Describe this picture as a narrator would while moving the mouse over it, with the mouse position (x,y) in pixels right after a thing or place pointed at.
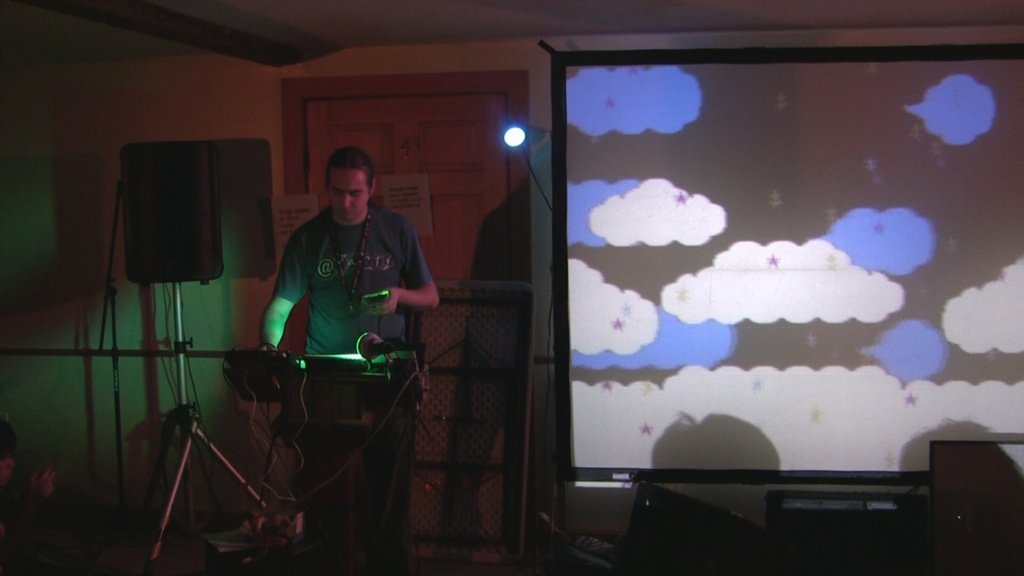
On the left side (309,241), we see a man (412,288) who is wearing an ID card (368,232) is standing. He is holding an object (377,297) in his hand (401,297). In front of him, we see the musical instruments (254,369) and a microphone (366,338). Beside him, we see a stand (181,362) and a speaker box (177,215). In the left bottom (10,442), we see a person (10,468) is sitting. On the right side (757,177), we see a projector screen (851,219) which is in white, black and blue color. Behind that, we see a wall (587,498). In the right bottom (821,551), we see the objects (814,498) in black color. In the background (506,273), we see a wall (180,128) and a door (469,135) on which the posters (296,204) are pasted.
